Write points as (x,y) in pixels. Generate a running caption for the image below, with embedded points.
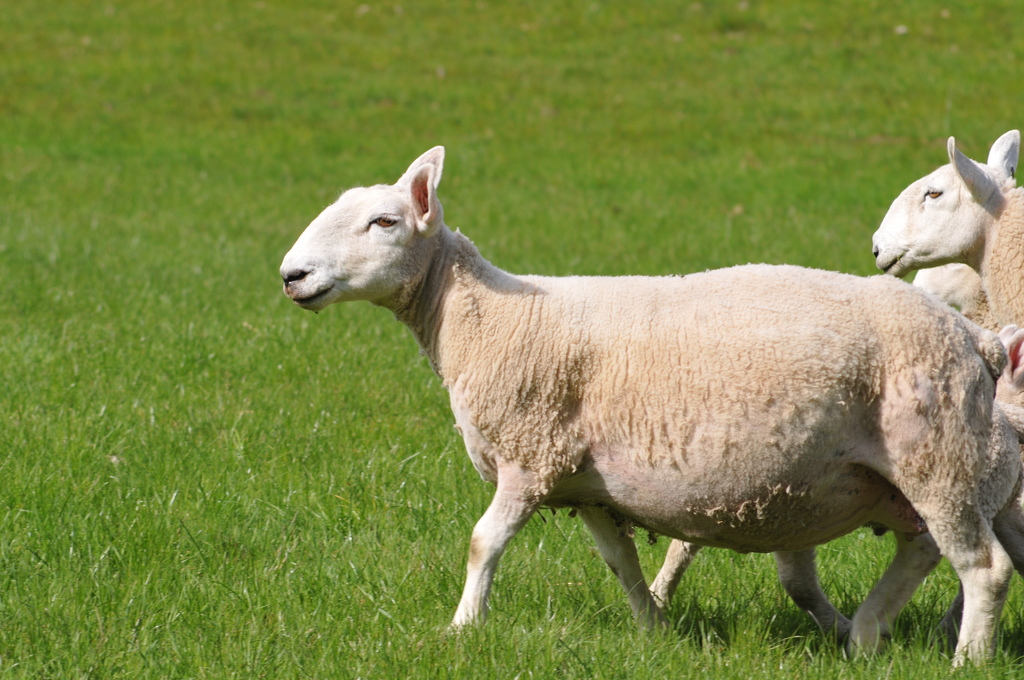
In this picture we can see a few sheep (882,453) on the grass (152,441).
